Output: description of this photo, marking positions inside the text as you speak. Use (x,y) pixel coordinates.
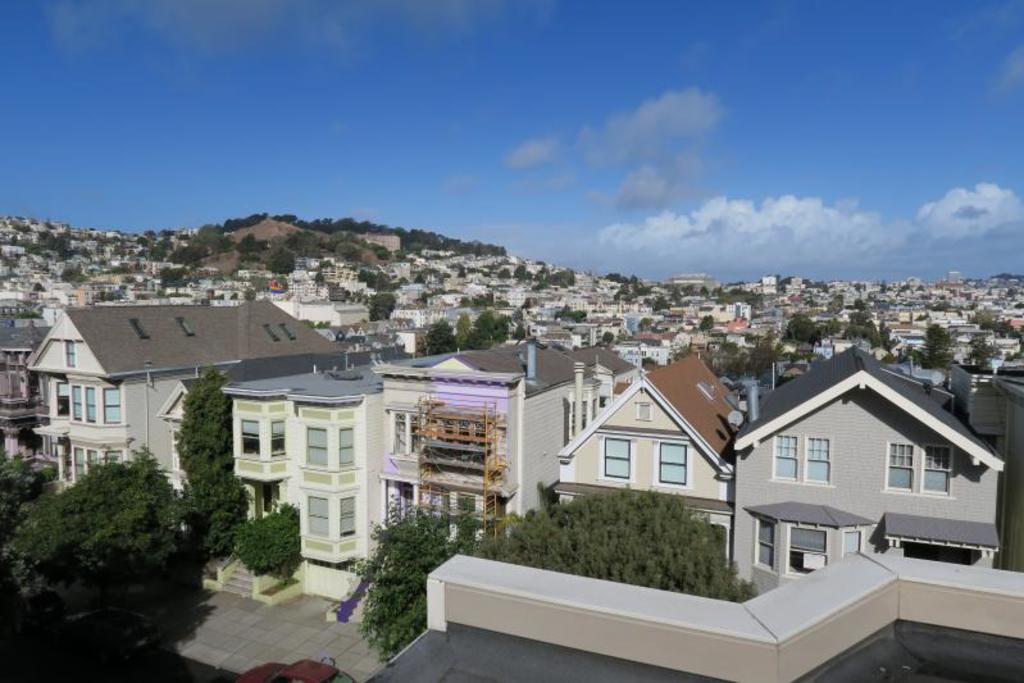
In this picture I can observe some buildings (357,390). There are trees (202,477) in between the buildings (350,424). I can observe some clouds (749,206) in the sky (490,123).
